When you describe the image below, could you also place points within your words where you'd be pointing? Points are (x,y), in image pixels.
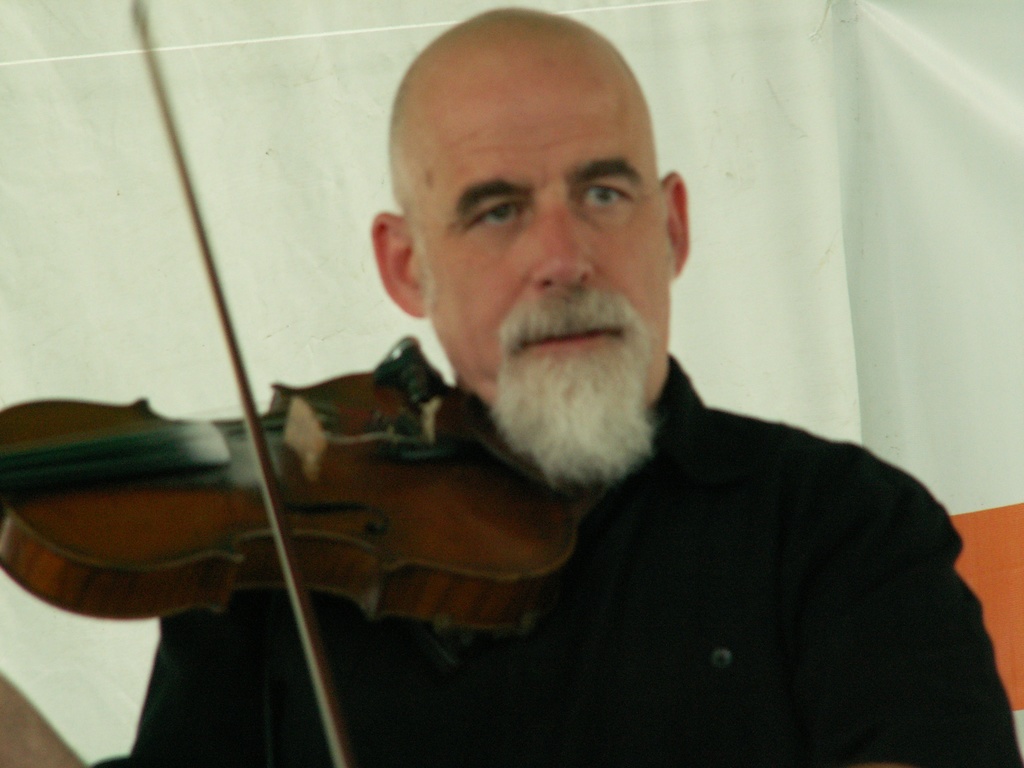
In this image we can see a man (488,647) holding a violin (276,577) in his hands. We can see a banner (917,345) in the background (811,372).
